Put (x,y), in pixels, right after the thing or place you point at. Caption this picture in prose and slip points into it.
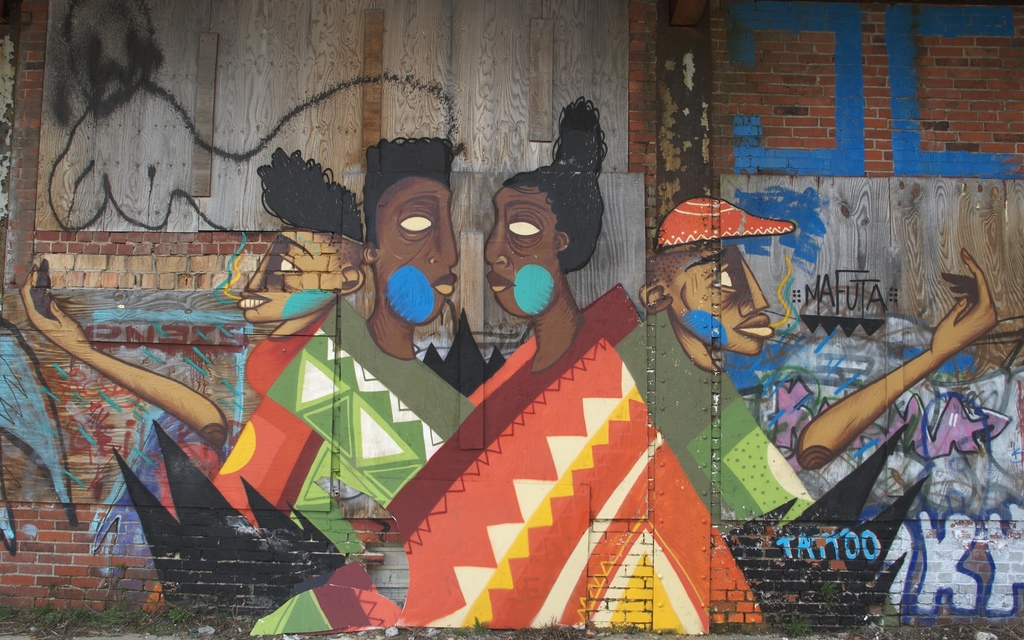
In this image we can see paintings (551,250) on the wall (519,243).
